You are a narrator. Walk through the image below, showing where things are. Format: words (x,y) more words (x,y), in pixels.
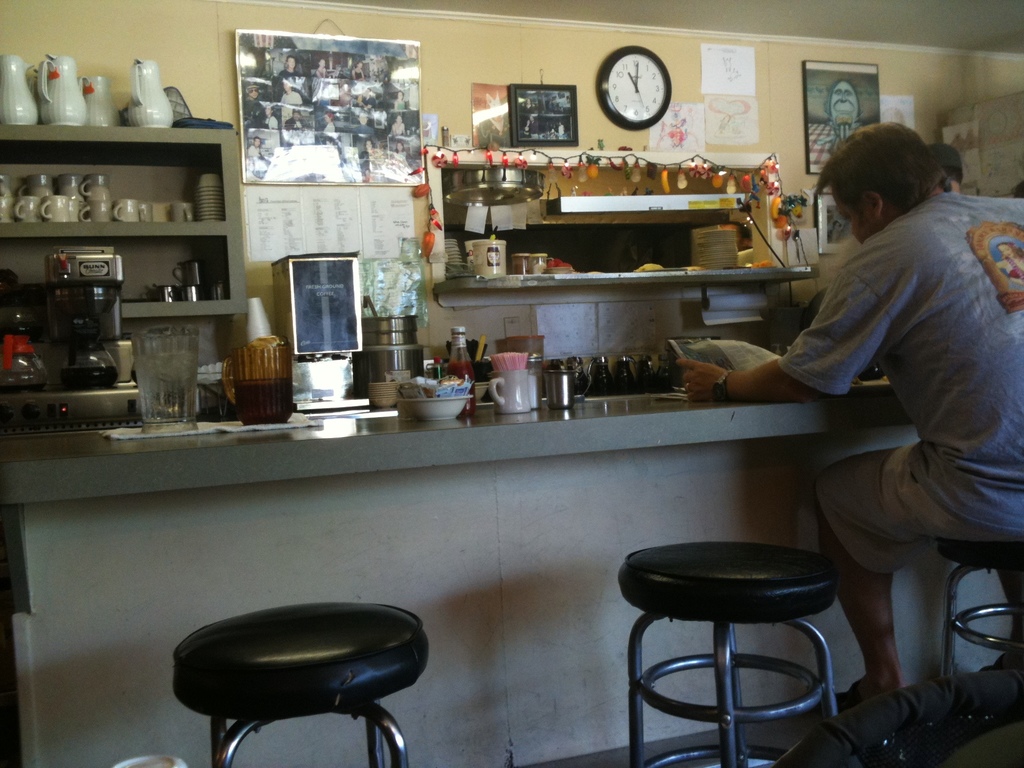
In this picture we can see a man (929,445) sitting on the stool (953,558) which is in front of the desk (199,459) and on the desk (246,436) we have some jars (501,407), glasses (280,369) and there is a shelf (47,225) in which there are some cups (92,202) and jars (113,78) and there is a wall (449,81) with some posters (382,103) on the wall (570,78).
